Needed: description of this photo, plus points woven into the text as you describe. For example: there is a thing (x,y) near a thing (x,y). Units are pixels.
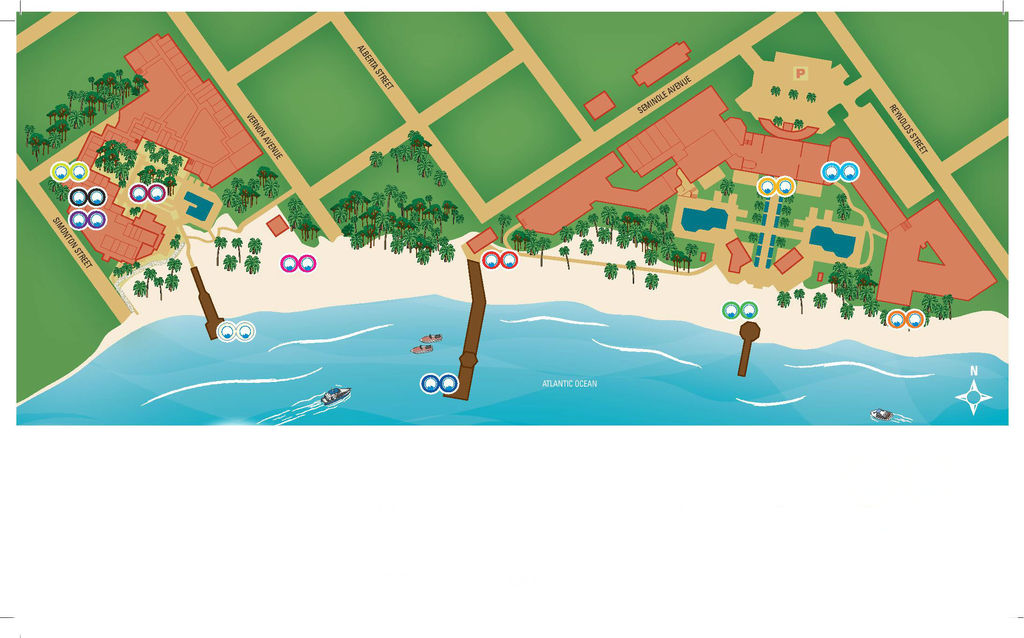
Here there is a water (636,387), this is boat (331,390), here there are trees (401,234).
